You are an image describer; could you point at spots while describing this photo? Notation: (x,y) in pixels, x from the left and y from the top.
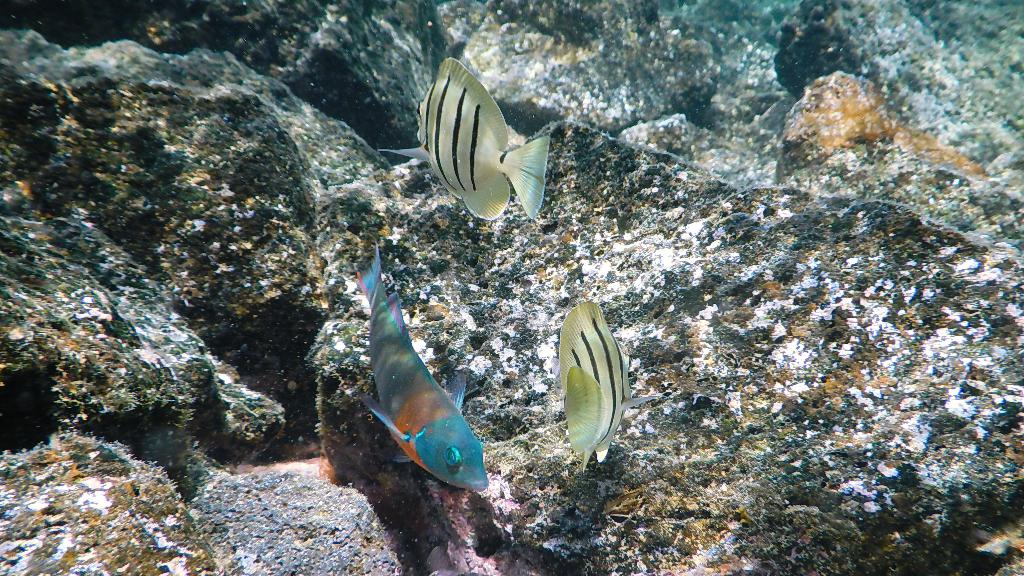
In this image there are three fish (620,369) in the water (626,358), beside them we can see the stones (530,342).
